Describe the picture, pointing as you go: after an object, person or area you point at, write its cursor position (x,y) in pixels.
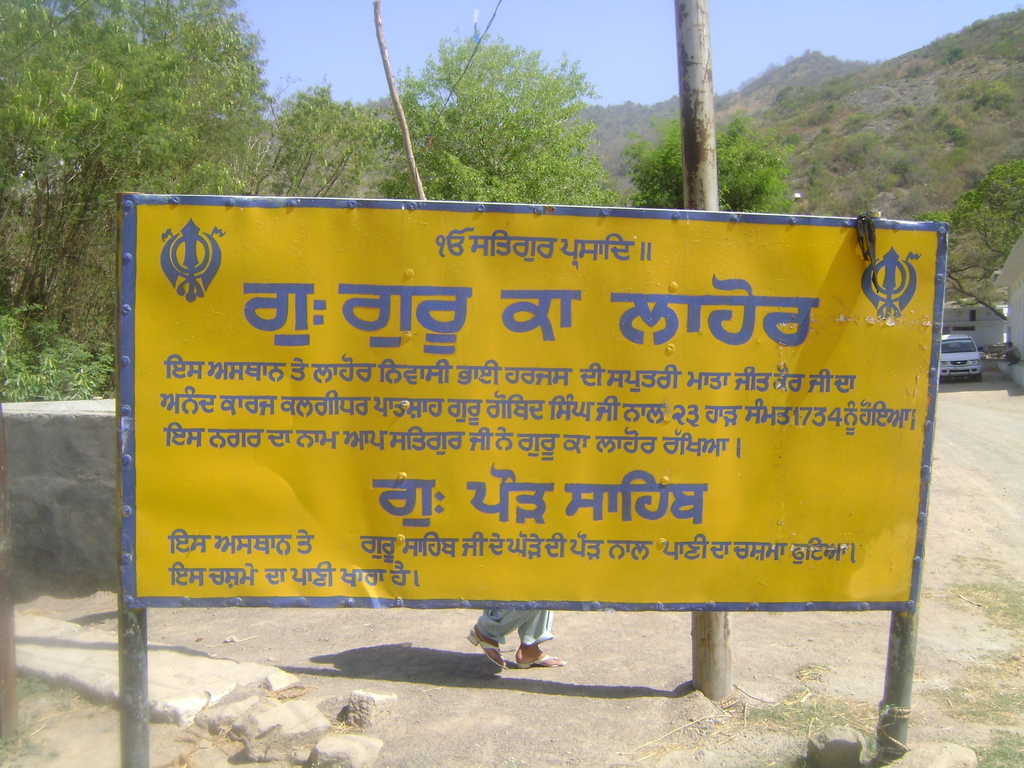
In this image, we can see some trees (673,152). There is a board (366,307) in front of the pole (708,199) contains some text (666,340). There is a car (950,343) on the right side of the image (959,360). There is a hill (845,82) in the top right of the image (868,84). There is a sky (524,23) at the top of the image (530,25).
